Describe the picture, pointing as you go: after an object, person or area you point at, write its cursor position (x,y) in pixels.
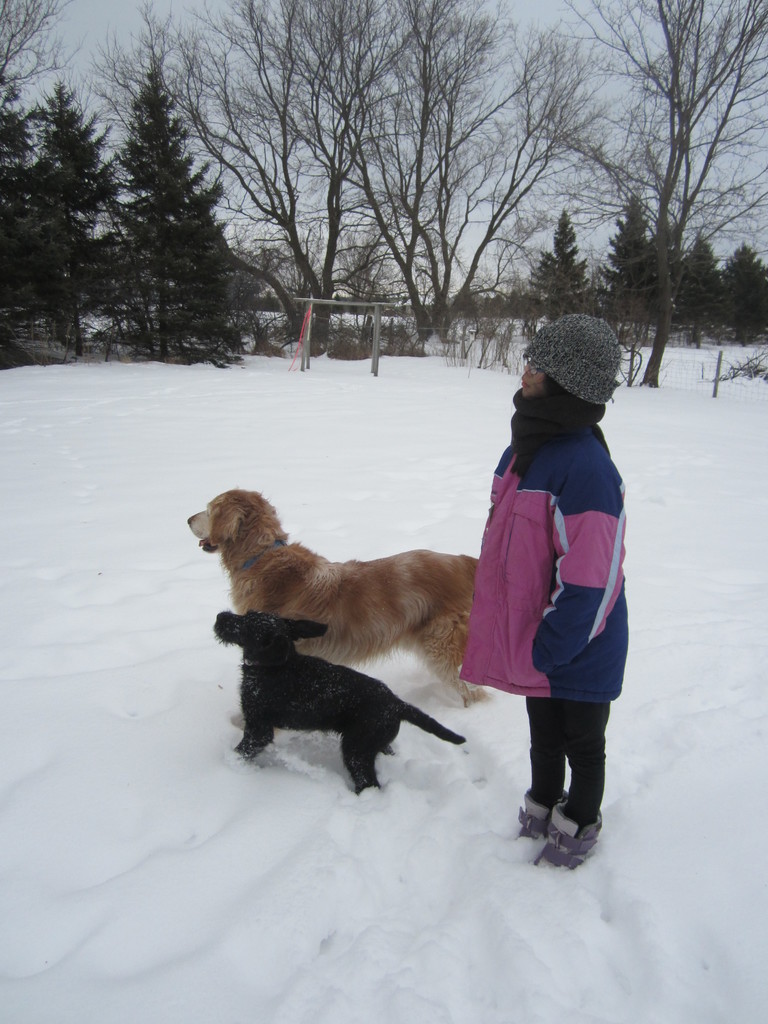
There is a person (579,624) in a coat (579,442), standing on the snow surface (612,818). Beside this person (600,652), there are two animals (350,614) standing on the snow surface (487,788). In the background (501,327), there are trees (626,247) and there are clouds (628,27) in the sky (569,27).
